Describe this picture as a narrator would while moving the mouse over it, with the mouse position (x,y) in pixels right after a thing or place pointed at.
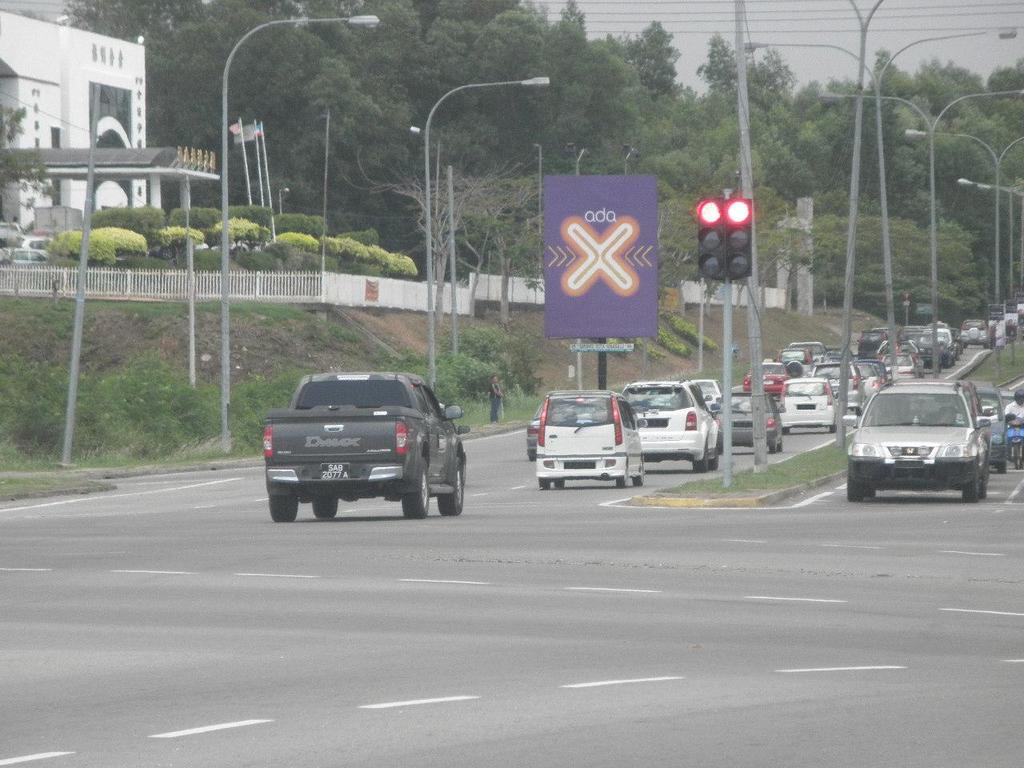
This image is taken outdoors. At the bottom of the image (513,658) there is a road (463,605). At the top of the image (692,26) there is the sky (809,50). In the background (521,146) there are many trees (493,267) and plants (454,389) with leaves (454,389), stems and branches (892,168). There is a fence (153,276). There are many poles (745,181). In the middle of the image (608,267) there is a board (591,260) with a text (619,284) on it. There is a signal light (727,251). Many cars (734,392) are moving on the road (1011,473). On the left side of the image (96,153) there is a building (65,188). There are few flags (254,129).
